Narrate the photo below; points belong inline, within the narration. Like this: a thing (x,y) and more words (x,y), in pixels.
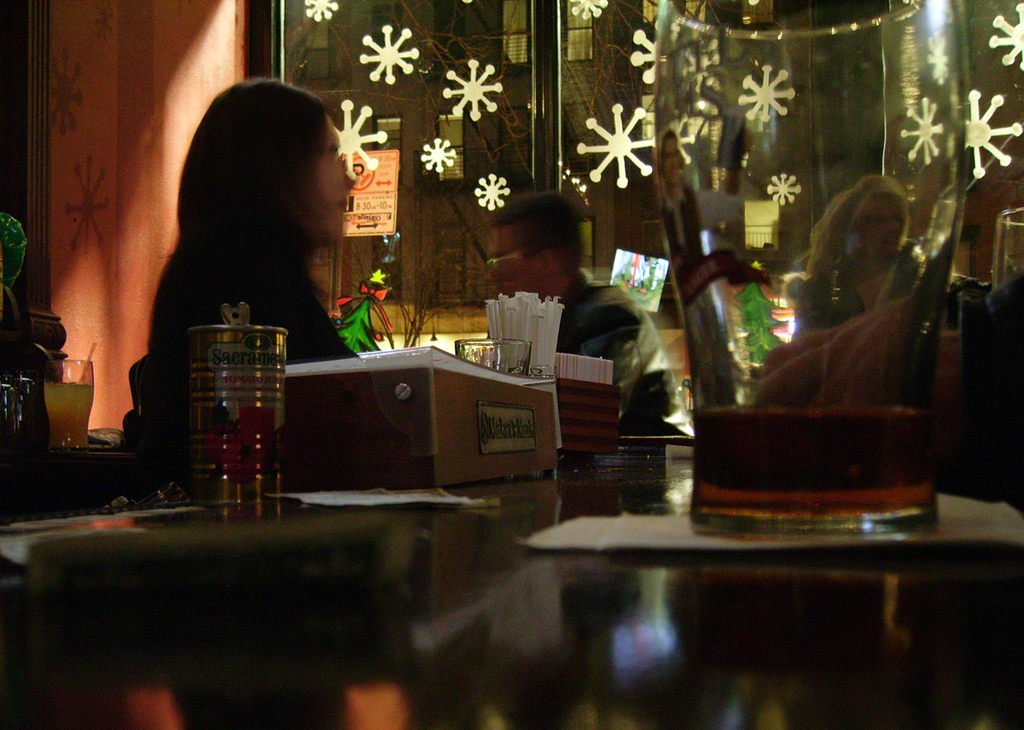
There is a woman (205,241) sitting in the chair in front of a table (479,685) on which some tissues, boxes (402,433) were placed. In the background (572,318) there is a man (592,339) sitting in the chair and we can observe a wall (196,82) here.
